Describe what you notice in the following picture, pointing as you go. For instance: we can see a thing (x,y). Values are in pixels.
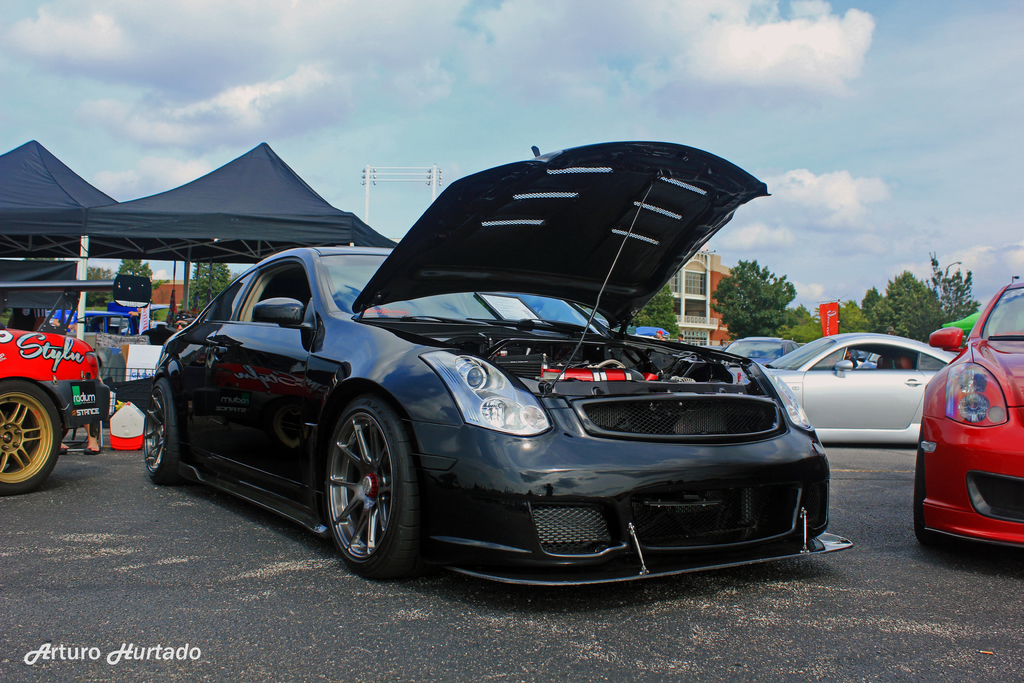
In this image there are a few vehicles (706,404) parked, behind that there is a canopy (201,248), buildings (702,295), trees (646,306), utility poles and the sky (816,148).
